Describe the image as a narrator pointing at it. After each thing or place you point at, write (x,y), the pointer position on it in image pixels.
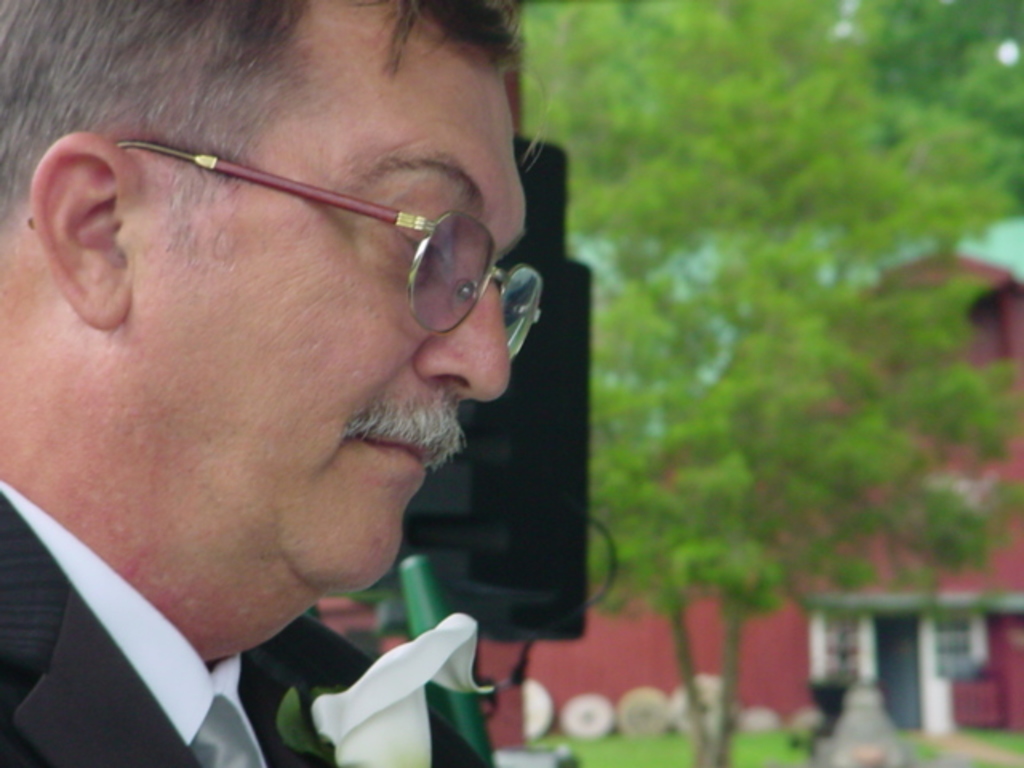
This image consists of a man (178,693) wearing black suit (159,719) and white shirt (111,626). On the right (753,526), we can see a tree (691,318) along with a building (968,660). At the bottom (687,747), there is green grass (682,752). Beside him, it looks like a speaker (547,573).
